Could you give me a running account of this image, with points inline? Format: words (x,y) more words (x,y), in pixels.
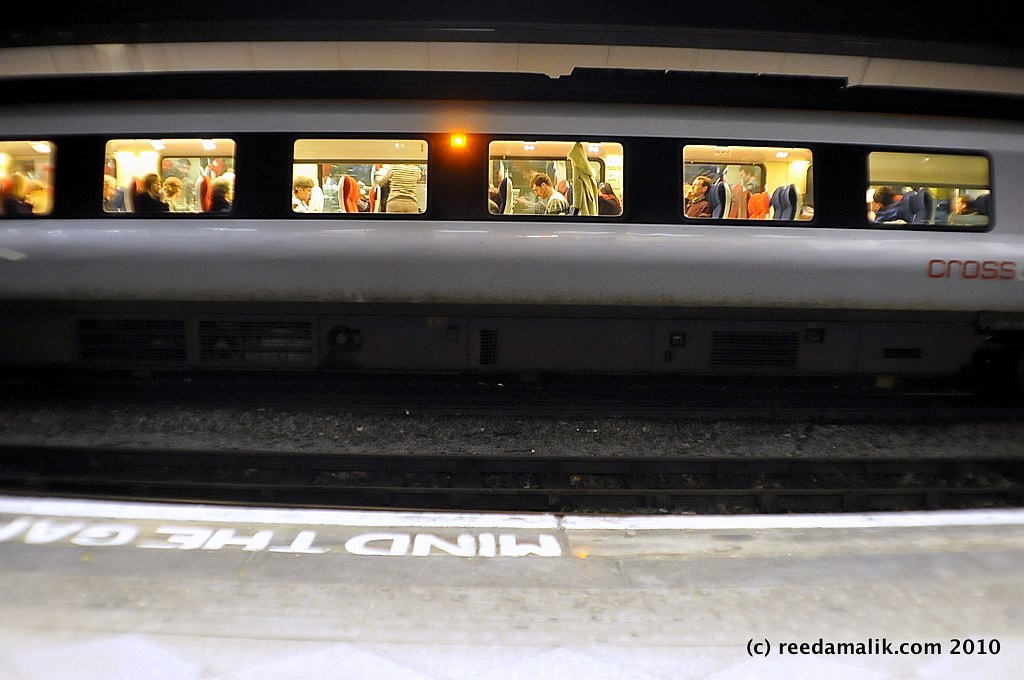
In this picture I can see there is a train (854,287) moving here and there are some people (228,187) sitting inside the train (432,228) and there are some windows (199,173) and there are lights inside the train (983,189). There is a platform (463,529) and a track (450,494) here.
